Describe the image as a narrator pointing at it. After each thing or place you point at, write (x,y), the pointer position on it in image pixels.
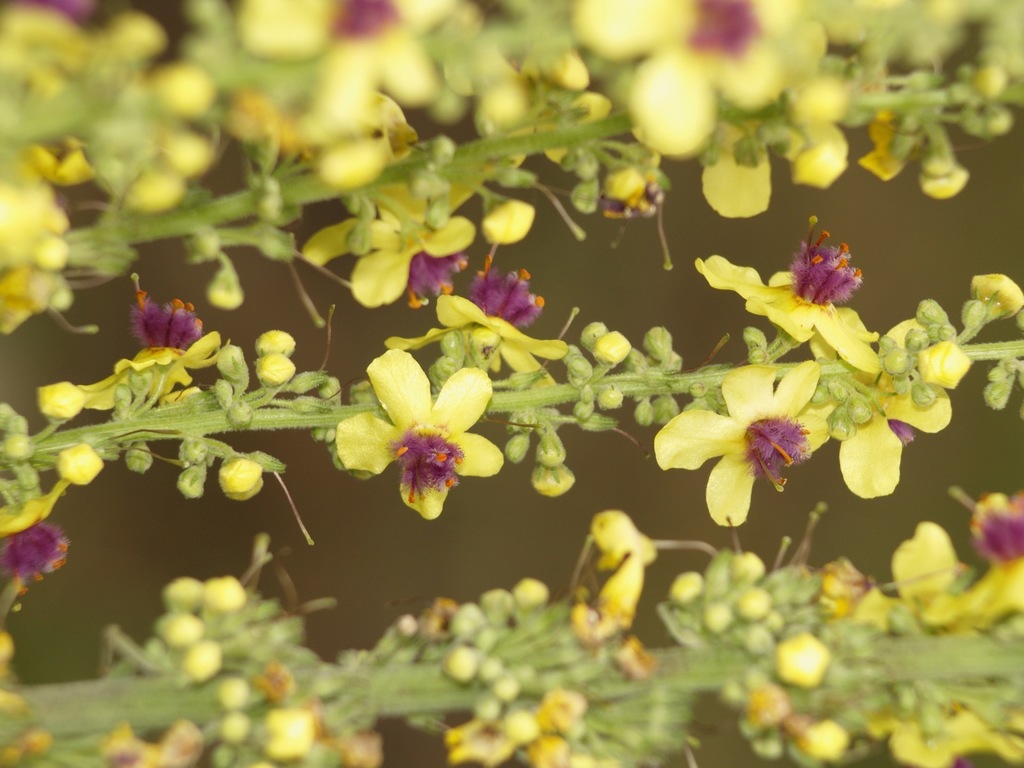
In the center of the image (448,434) we can see one plant (520,403) and flowers (379,387), which are in yellow and pink color.
